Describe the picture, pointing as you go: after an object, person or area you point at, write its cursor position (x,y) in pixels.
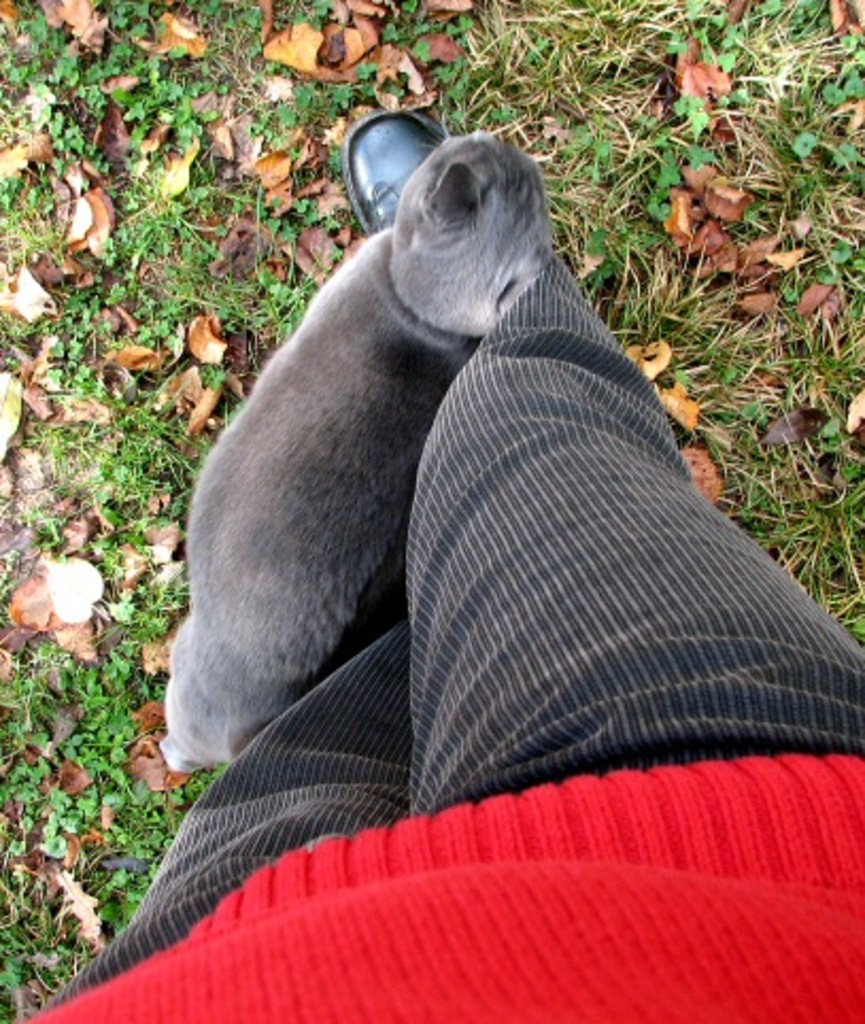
In this picture we can see a person (655,660) wore black color pant (536,487), red color top (715,934) and shoes (385,187) and we have an animal (341,500) at the legs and this person (374,161) is standing on a grass (601,219) with leaves (160,358) falling on it.
